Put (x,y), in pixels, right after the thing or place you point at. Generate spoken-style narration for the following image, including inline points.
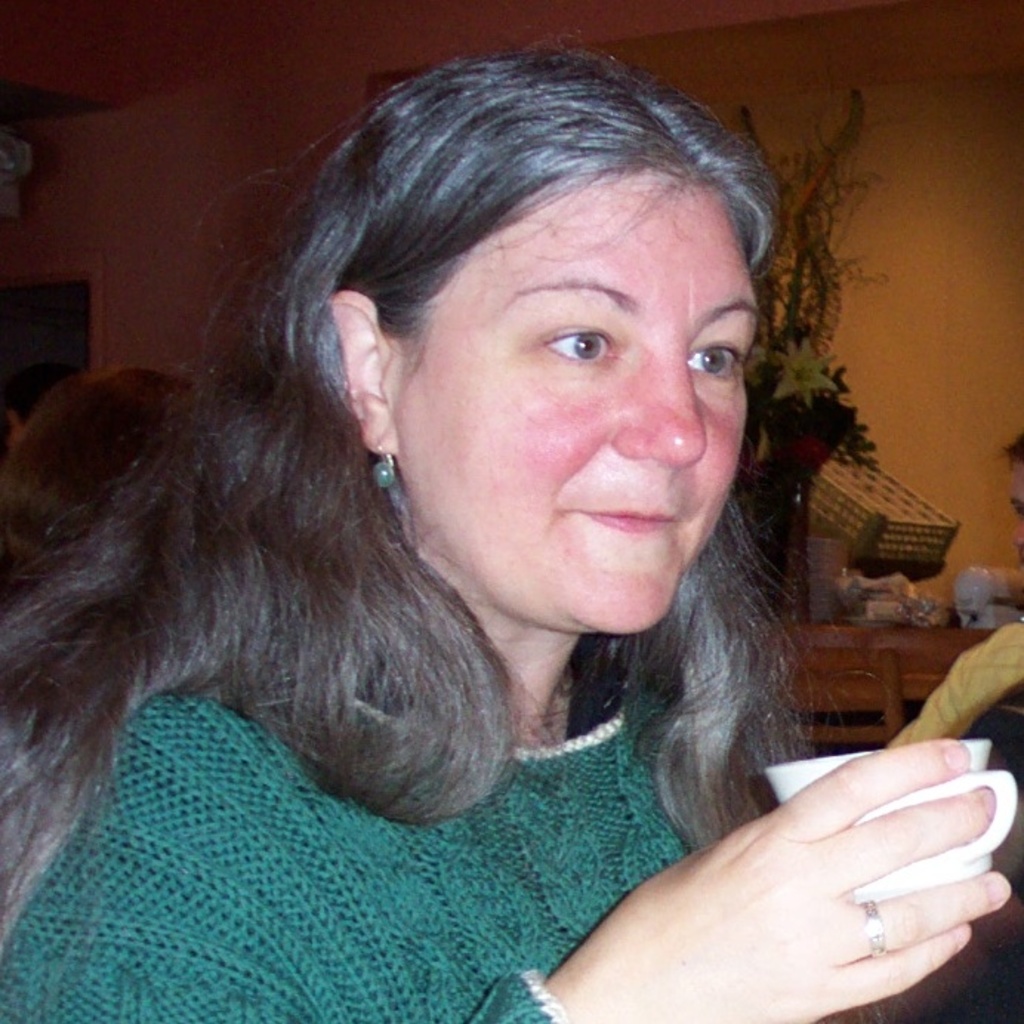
In the picture there is a woman (459,622), she is holding a cup (884,805) in her hand (886,788) and behind the woman (737,936) there is a wall (879,455) and in front of the wall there is a bouquet (817,319) placed on the table (835,626).
